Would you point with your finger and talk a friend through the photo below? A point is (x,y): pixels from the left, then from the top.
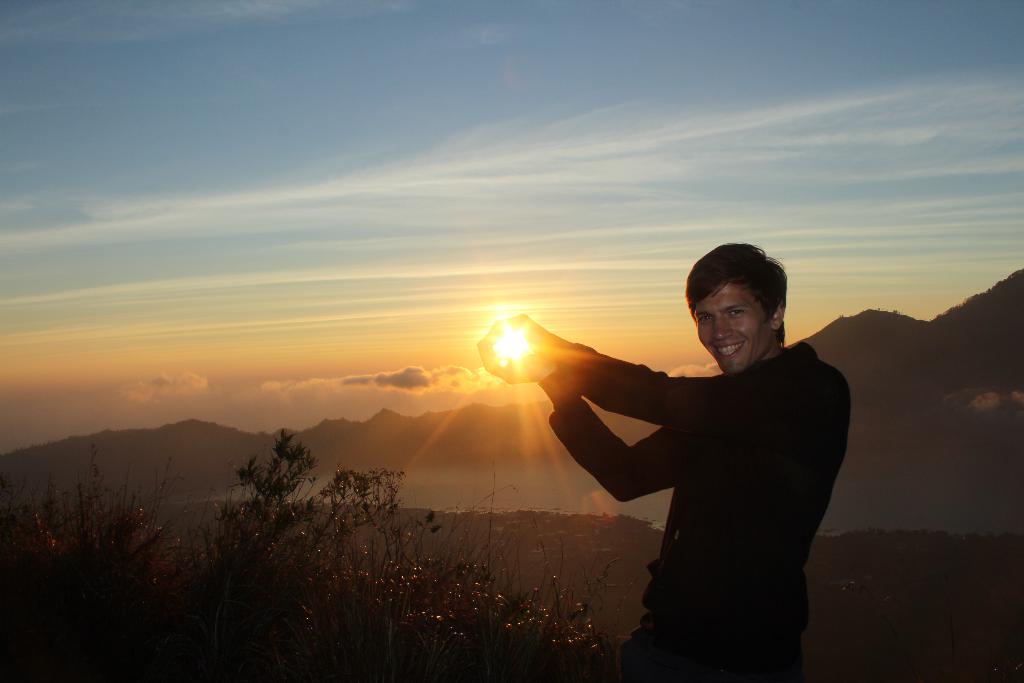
In this image I can see a person (654,641) standing wearing black color dress (654,641). Background (753,213) I can see few plants (454,571), mountains (458,460) and the sky (504,274) is in blue, white and orange color.
